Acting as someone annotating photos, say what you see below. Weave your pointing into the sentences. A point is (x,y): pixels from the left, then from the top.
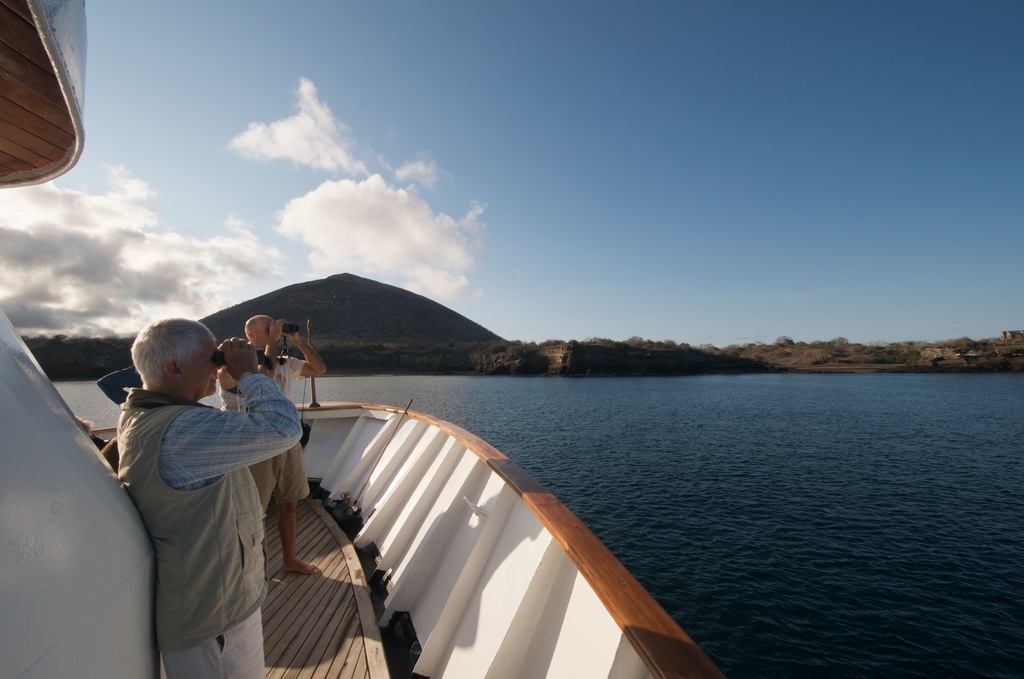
In this image I can see few people (297,452) and two people (297,452) are holding something. They are in the ship (434,522). I can see mountains (661,359), trees (673,348) and the water (888,400). The sky (666,160) is in blue color.
